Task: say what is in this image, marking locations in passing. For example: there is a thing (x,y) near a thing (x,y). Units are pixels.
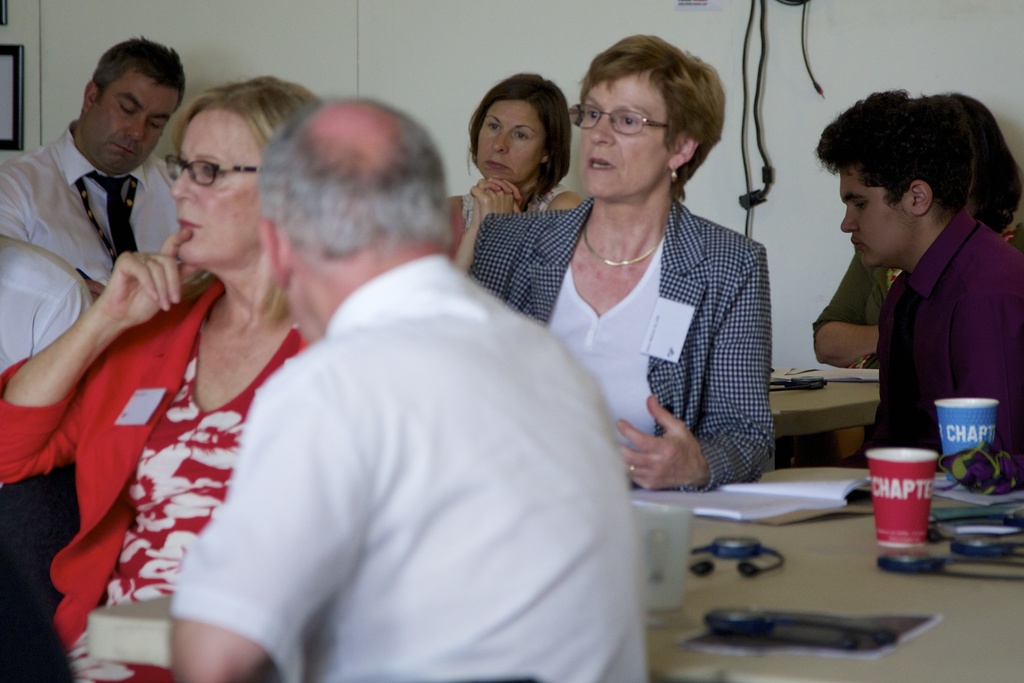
In this image we can see men (933,218) and women (856,291) are sitting. In front of them table (962,637) is there. On table (994,655) books (775,499), cups (675,521) and circular shaped things (803,623) are present. Behind them white color wall (573,80) is there. On wall (422,23) frame (15,60) and things (756,86) are attached.
